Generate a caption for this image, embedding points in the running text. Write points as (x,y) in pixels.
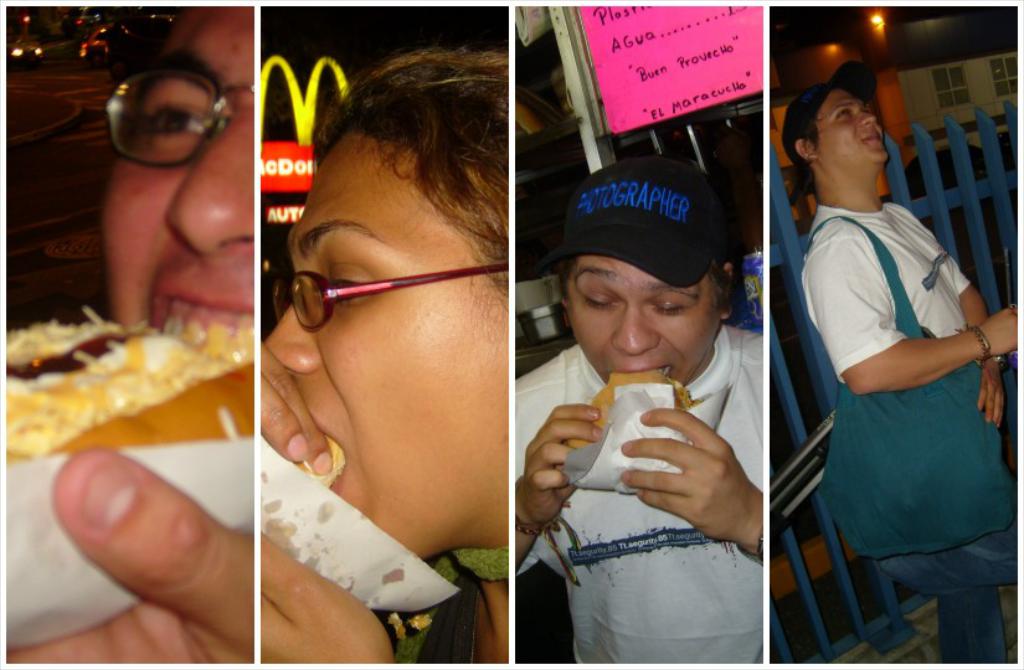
This is a collage image. I can see three persons (655,476) eating food items (599,424). In the background (298,85), I can see a logo (314,85), board (611,66) to a pole (599,131), a building (904,80), light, fence (955,168) and the wall (915,108).
